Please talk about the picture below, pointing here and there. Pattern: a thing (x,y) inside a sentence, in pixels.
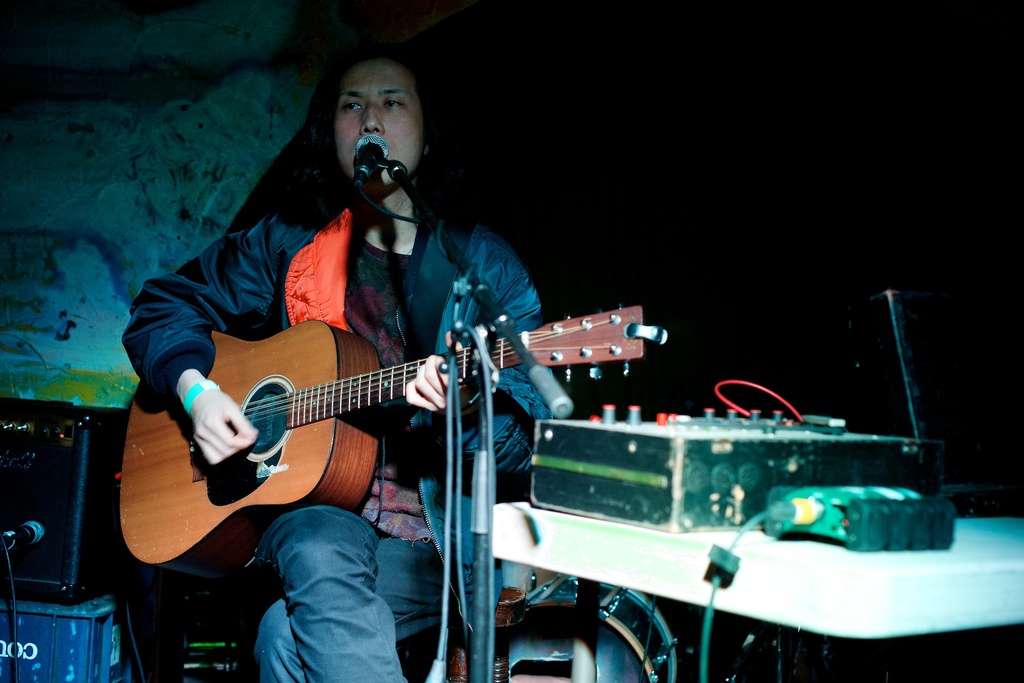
As we can see in the image there is a man (349,314) sitting and holding guitar (287,435). In front of him there is a mic (375,139).
